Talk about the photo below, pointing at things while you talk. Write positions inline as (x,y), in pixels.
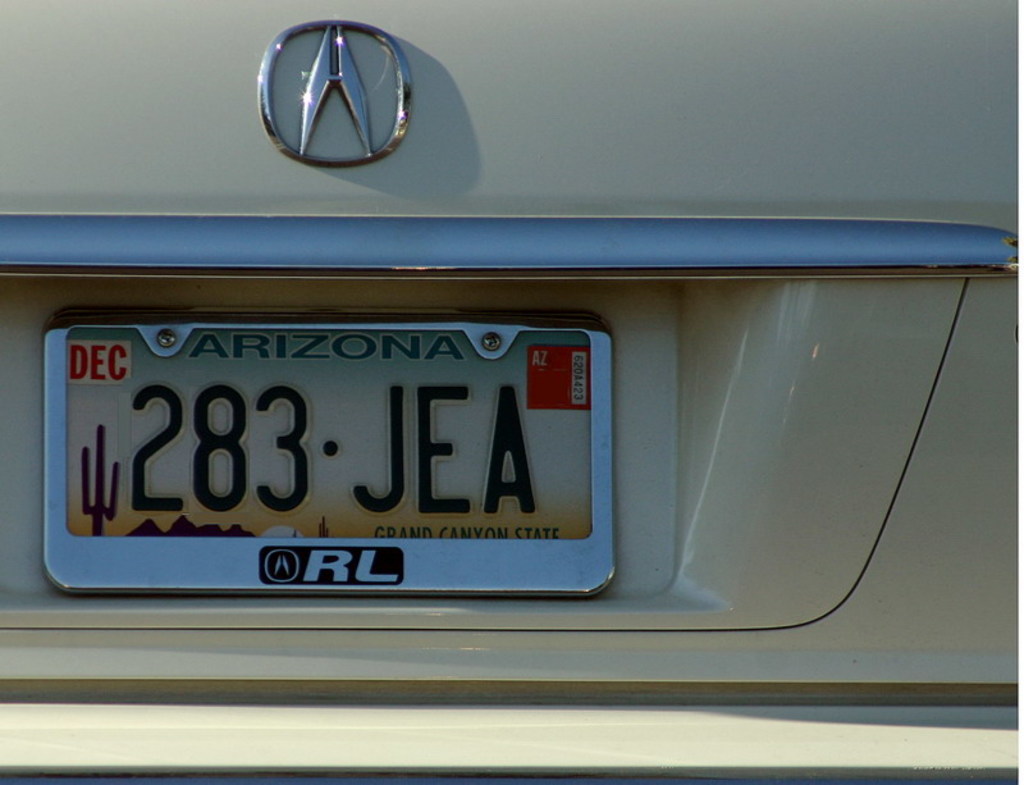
In this picture we can see a number plate (613,447) and a logo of a vehicle (791,247).
